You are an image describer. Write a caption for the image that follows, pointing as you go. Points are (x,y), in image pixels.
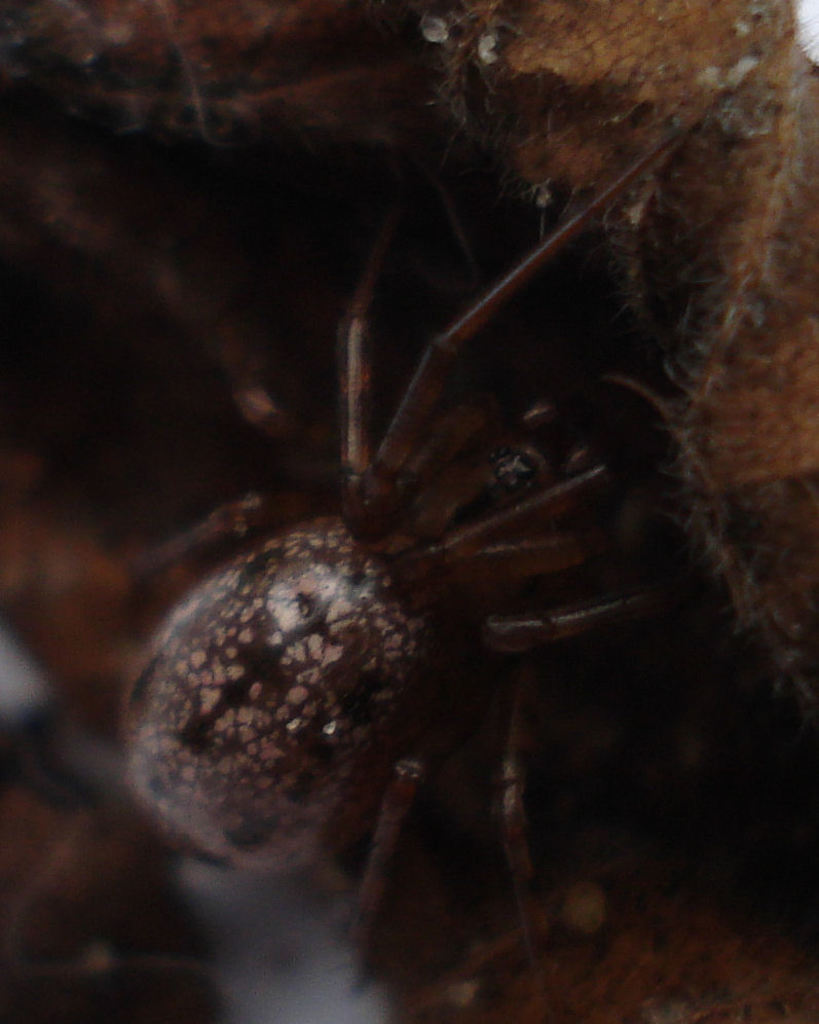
In the center of the image (473,567), we can see an insect (558,240) and there is a rock (579,76).
